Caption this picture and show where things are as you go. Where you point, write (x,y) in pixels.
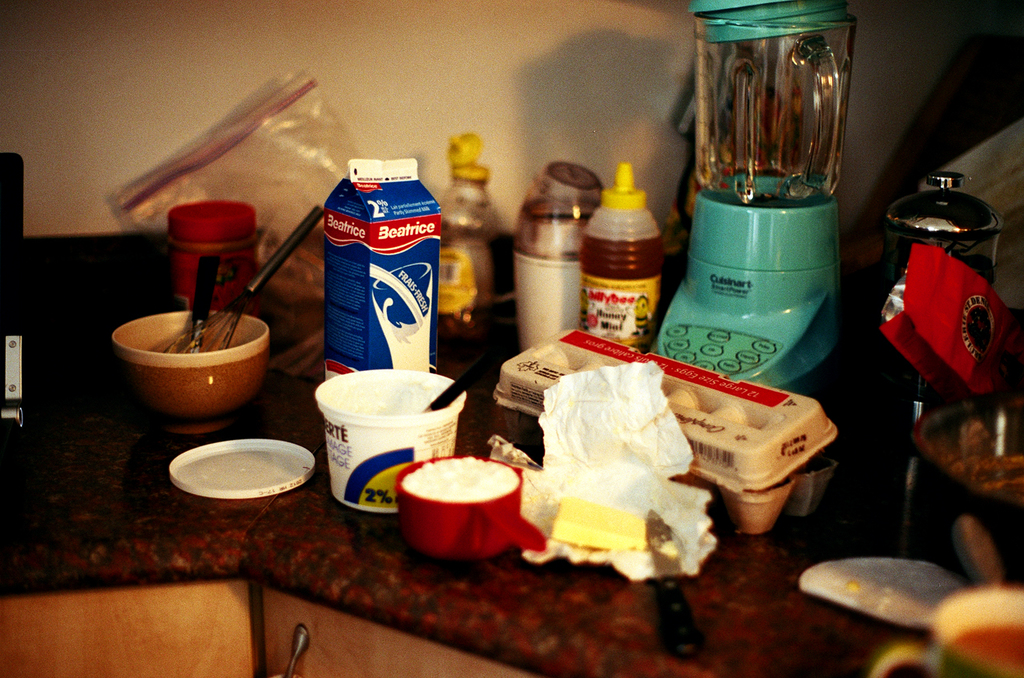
In this image there is a kitchen countertop (213,572), on above the kitchen countertop (516,591) there are cooking items (718,356).
